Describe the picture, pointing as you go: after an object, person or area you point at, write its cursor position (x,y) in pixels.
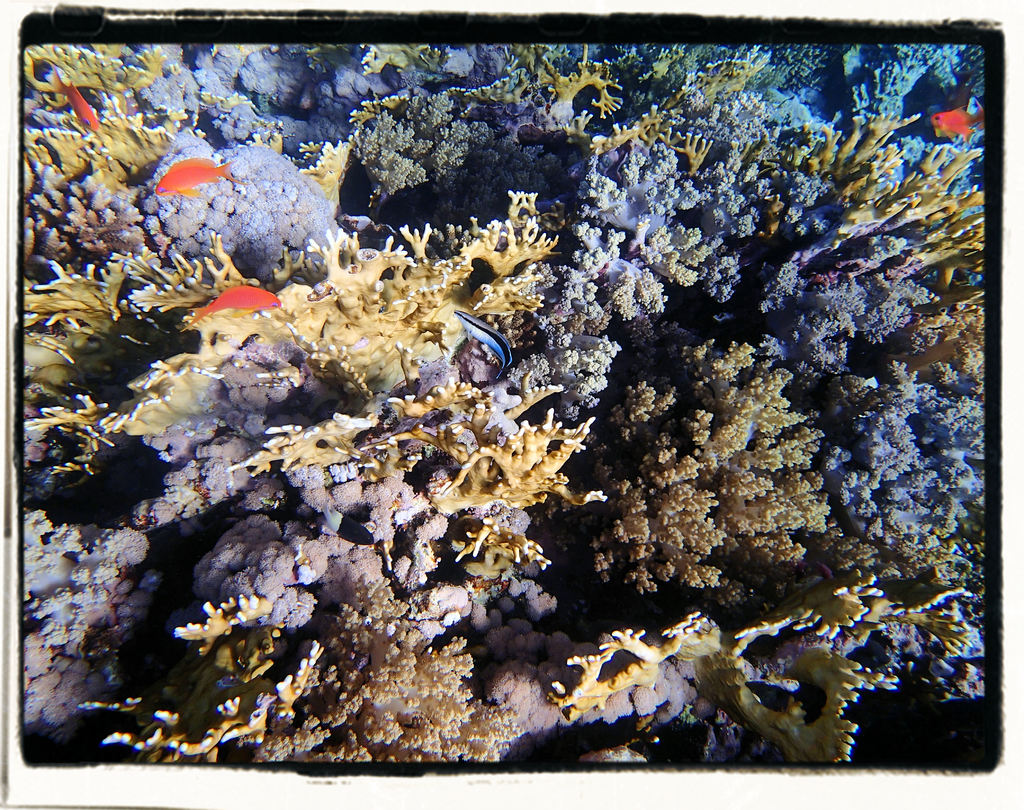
In this image we can see the underwater environment (124,554), some fishes (60,87) under the water (967,80) and the underwater coral reef (647,364).
